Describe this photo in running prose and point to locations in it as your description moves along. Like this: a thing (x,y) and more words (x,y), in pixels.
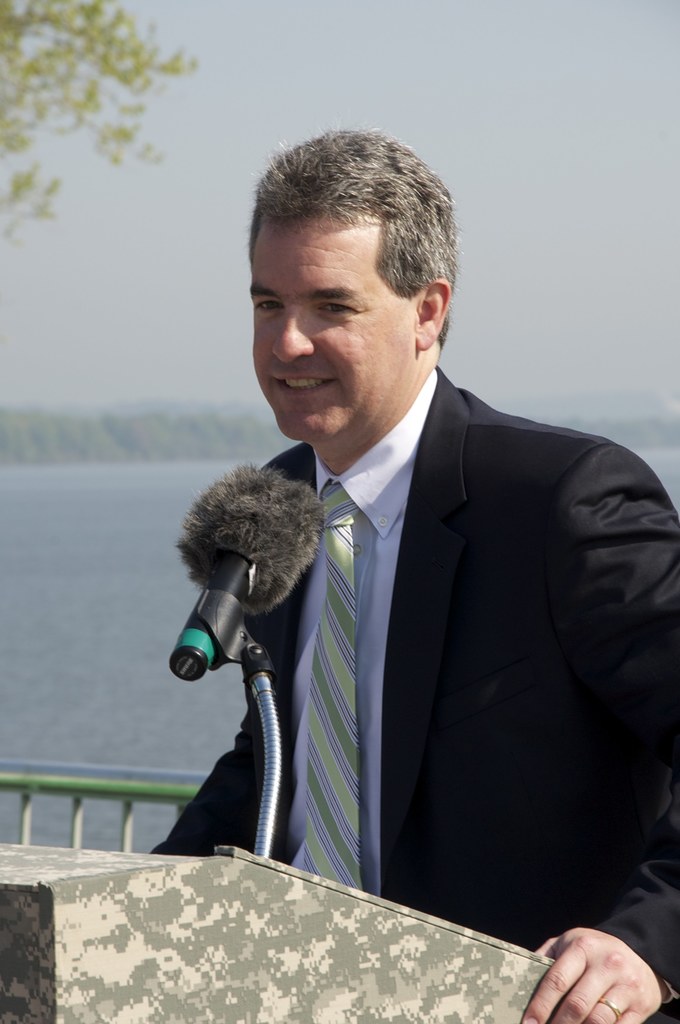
In the foreground of this image (367,542), there is a man (395,709) in black suit (389,636) standing near a podium (220,864) and in front of him there is a mic (240,608). In the background (142,663), there is a railing (67,788), water (81,487), tree (92,29), mountains (88,426), and the sky (261,81).
